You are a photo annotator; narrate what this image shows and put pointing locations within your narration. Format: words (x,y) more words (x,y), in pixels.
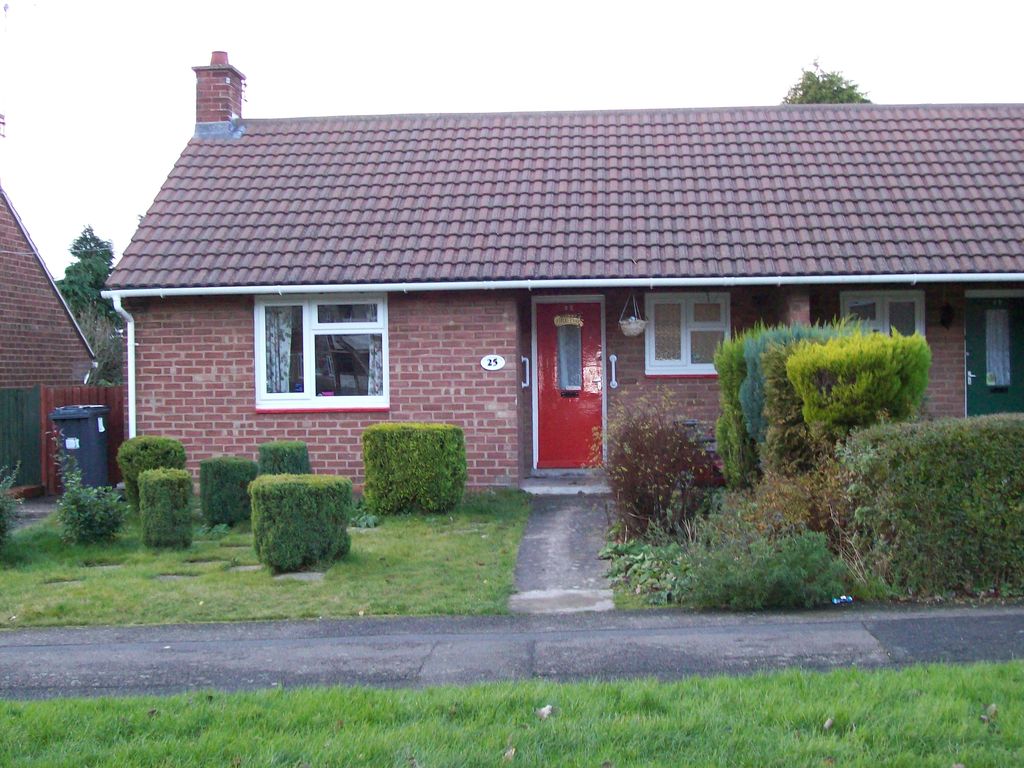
In the picture we can see a house (529,284) with a door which is red in color and on the either sides of the door (571,373) we can see windows (374,359) and near the house (506,425) we can see a path (523,611) and grass surface (480,611) on the either sides of the path (753,621) and some plants (628,483) on it and in the background (1001,54) we can see a sky (502,100).
